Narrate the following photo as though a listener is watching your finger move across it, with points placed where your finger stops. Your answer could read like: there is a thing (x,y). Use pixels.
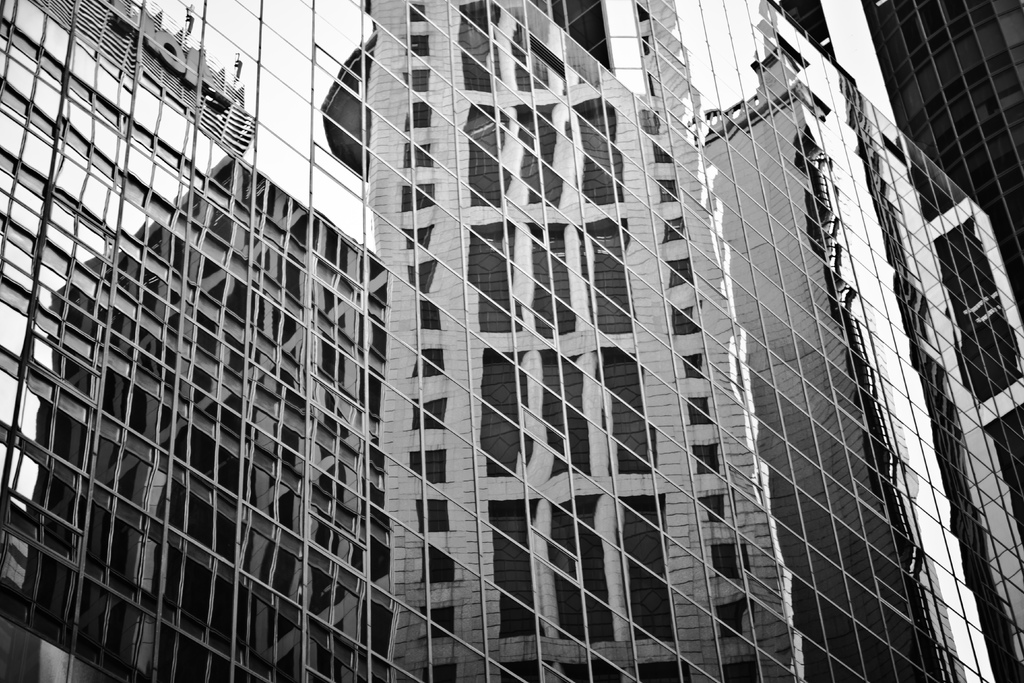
In this image we can see buildings (440,345) with glass windows (405,364).
